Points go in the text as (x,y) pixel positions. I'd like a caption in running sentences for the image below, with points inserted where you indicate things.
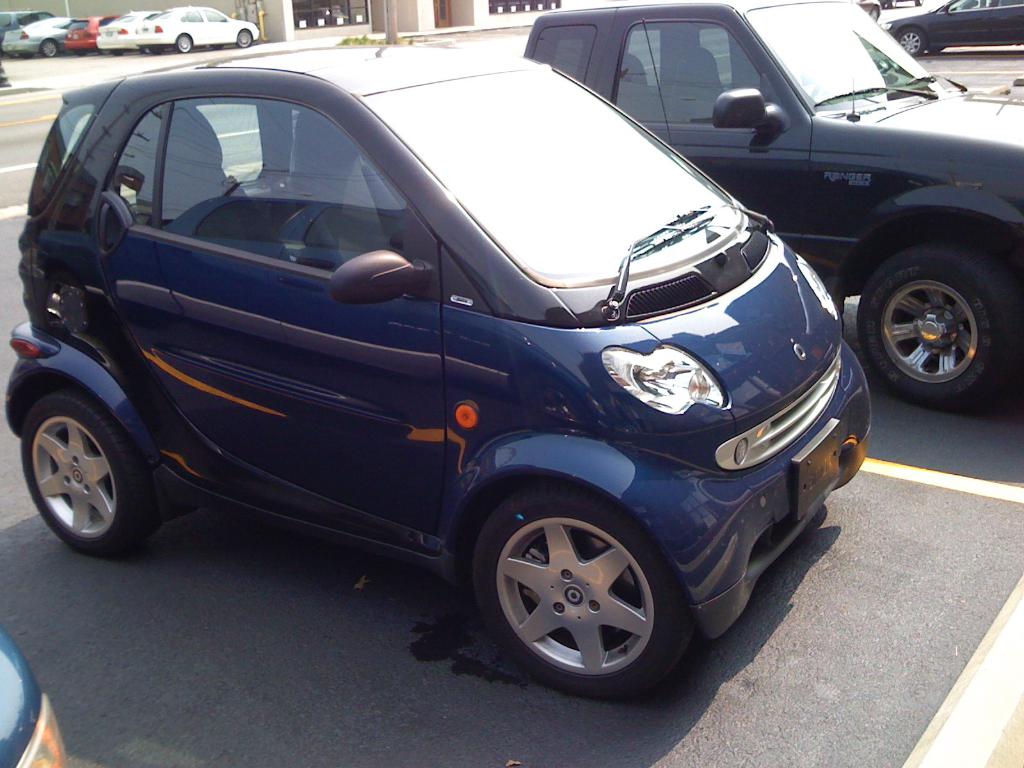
In this picture we can see a few cars (172,114) on the road (338,597). There is a tree trunk (395,30), some grass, a building (412,12) and a few objects (249,17) in the background (521,18).
